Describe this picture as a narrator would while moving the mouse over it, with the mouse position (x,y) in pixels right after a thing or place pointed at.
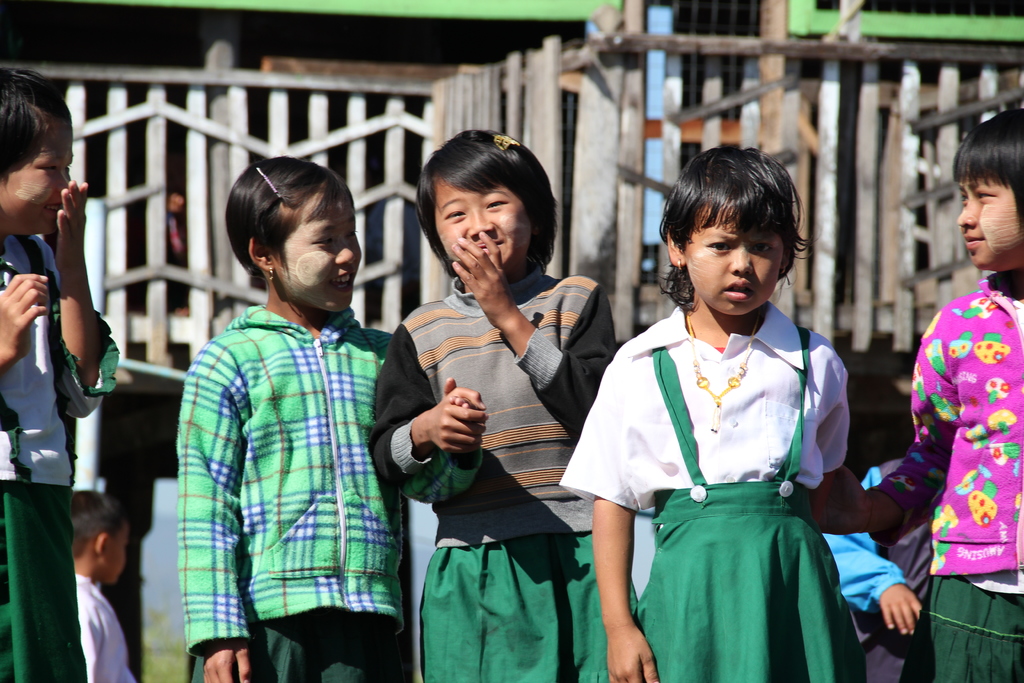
In the middle of the image (681,236) few children (681,236) are standing and smiling. Behind them there is fencing (187,72).
